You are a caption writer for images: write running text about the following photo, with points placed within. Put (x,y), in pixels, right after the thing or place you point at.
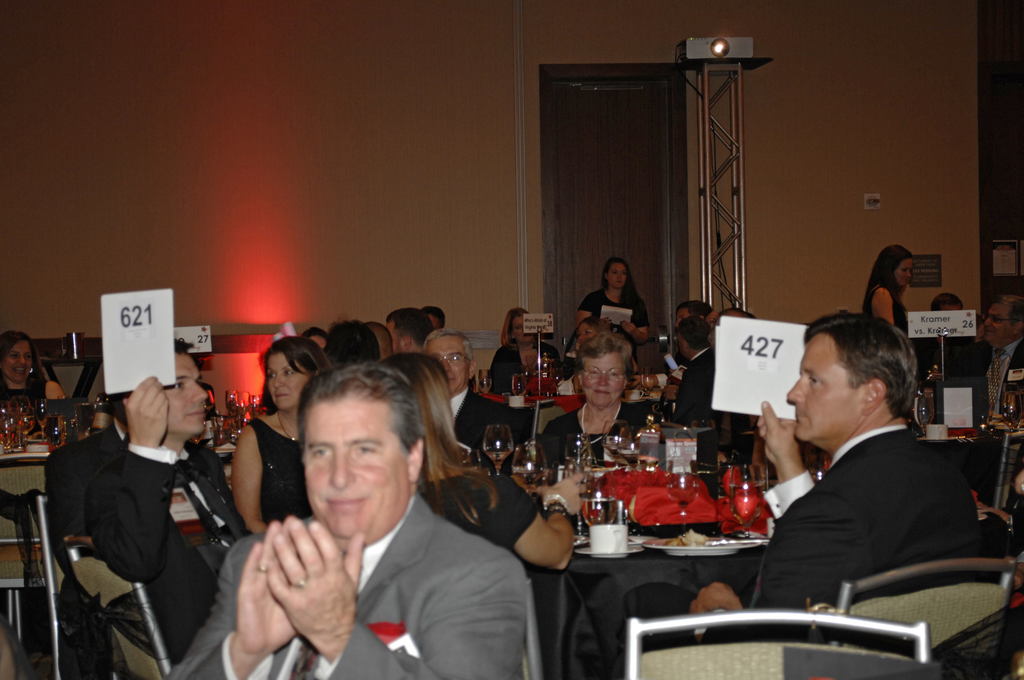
Here we can see a group of persons (824,521) are sitting on the chair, and in front (682,512) here is the table (692,499) and glasses (595,501) and some objects (654,512) on it, and here is the wall (396,191).
